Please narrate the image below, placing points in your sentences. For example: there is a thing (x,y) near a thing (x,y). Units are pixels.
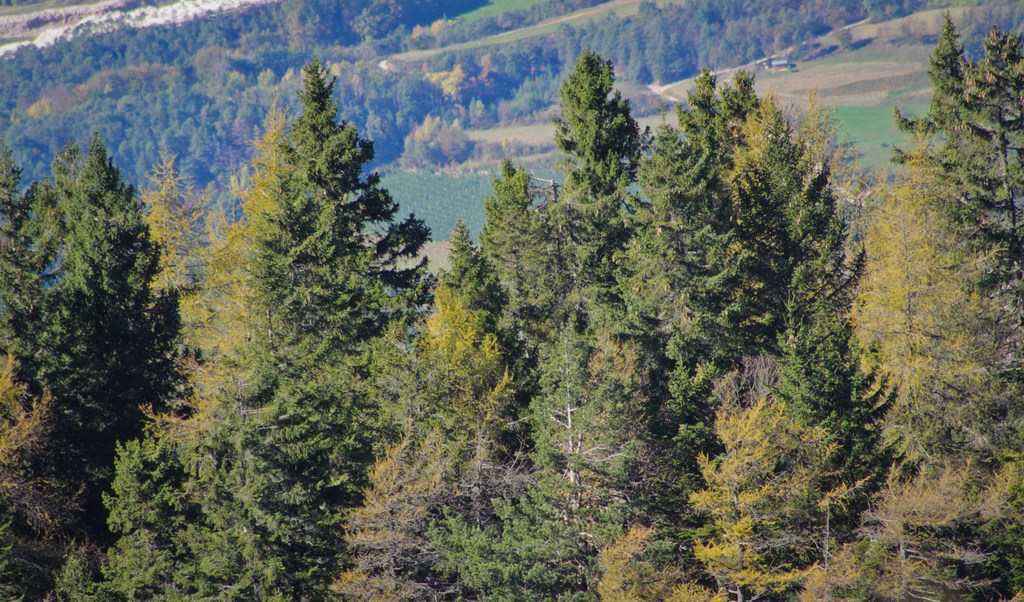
In this image we can see trees (583,174) and grass (837,108).
